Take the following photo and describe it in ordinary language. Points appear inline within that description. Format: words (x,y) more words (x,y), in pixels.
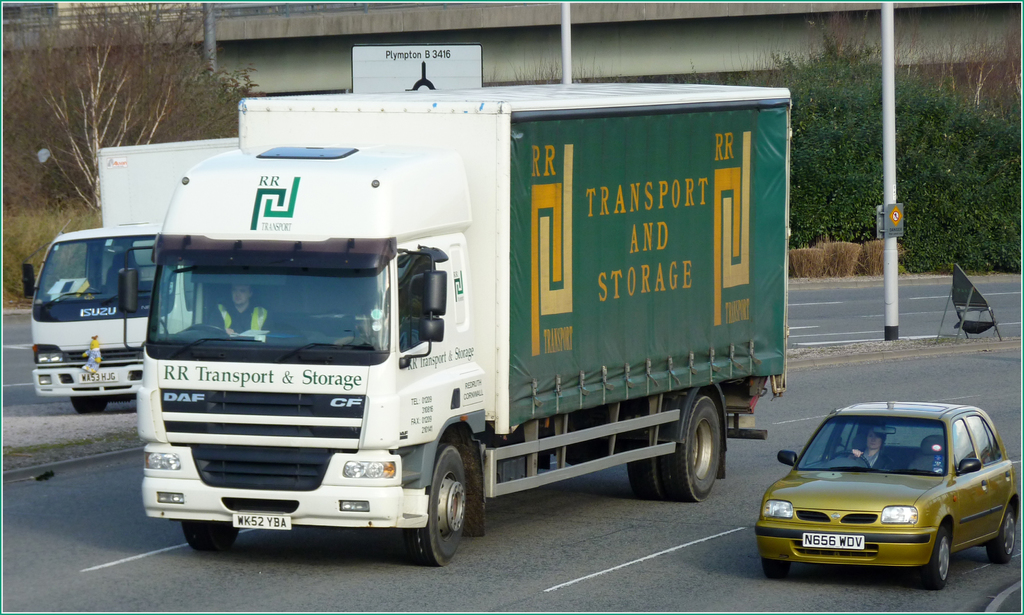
In this image i can see 2 trucks (228,242) and a person (246,314) driving it, and beside a truck (171,326) i can see a car (859,437) and a person (858,455) driving it. In the background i can see trees (869,117), poles (885,105) and a bridge (533,42).
